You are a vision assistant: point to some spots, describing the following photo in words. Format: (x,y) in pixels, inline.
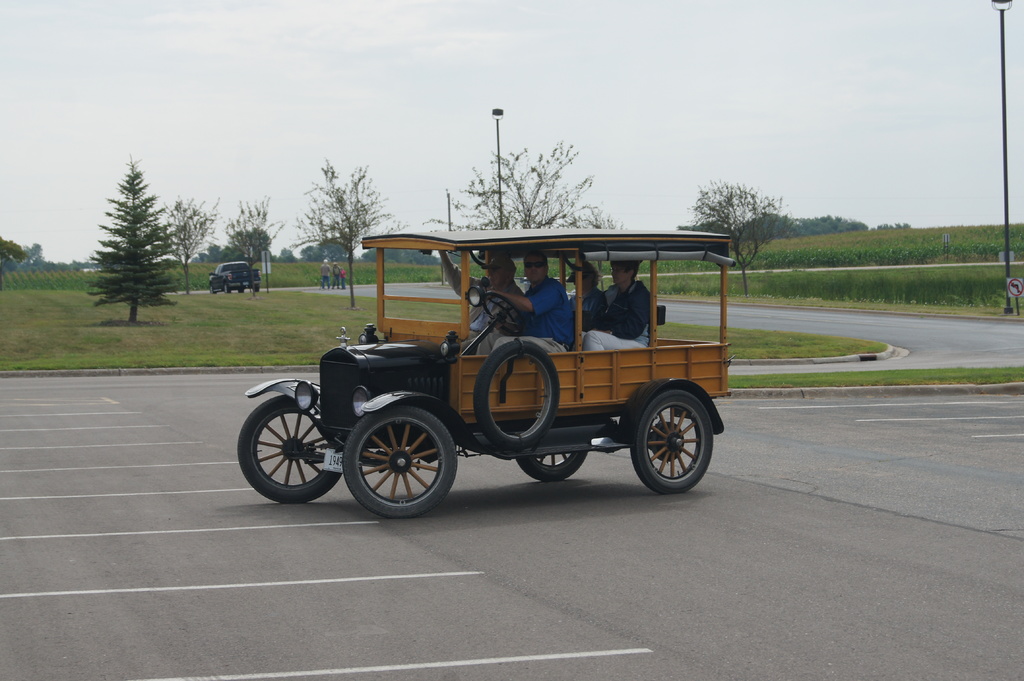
In the center of the image (653,355) we can see a vehicle (342,404) on the road (269,535) and there are people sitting in the vehicle (534,374). In the background (331,282) there are people (327,269) walking. We can see trees (744,236), car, poles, hill (894,284) and sky (220,238).
